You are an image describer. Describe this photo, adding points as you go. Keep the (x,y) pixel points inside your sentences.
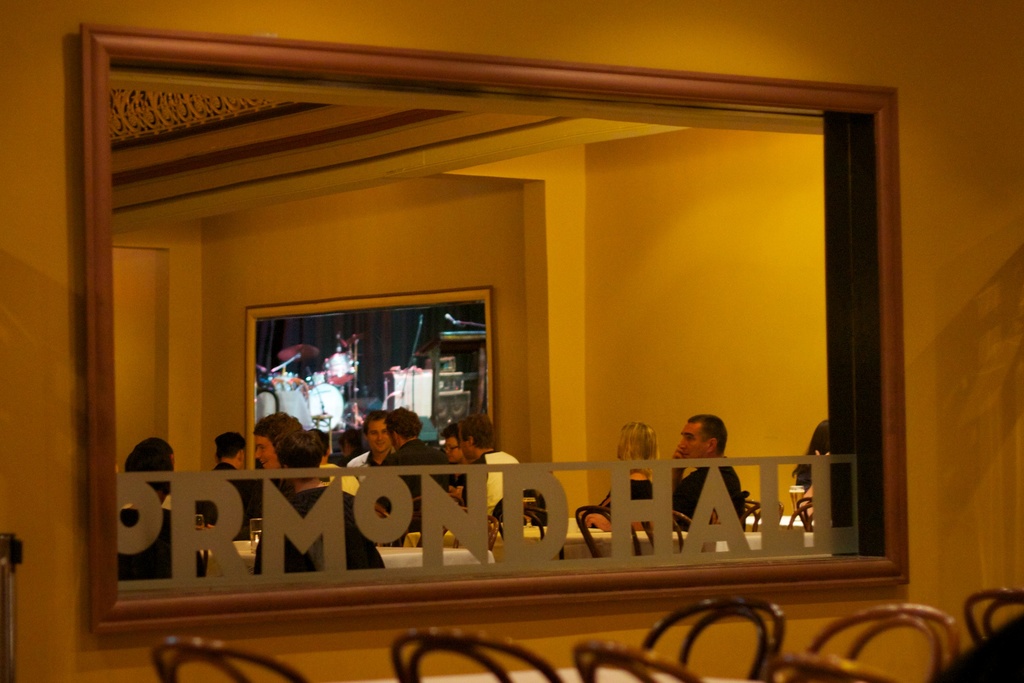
In this image I can see a wall (966,181) and window (545,290). In the background (314,459) I can see few people (278,454) are sitting around the tables (425,550). At the back (400,347) a screen (378,330) is attached to a wall (526,290). At the bottom of this image (621,646) I can see some empty chairs (419,673).
